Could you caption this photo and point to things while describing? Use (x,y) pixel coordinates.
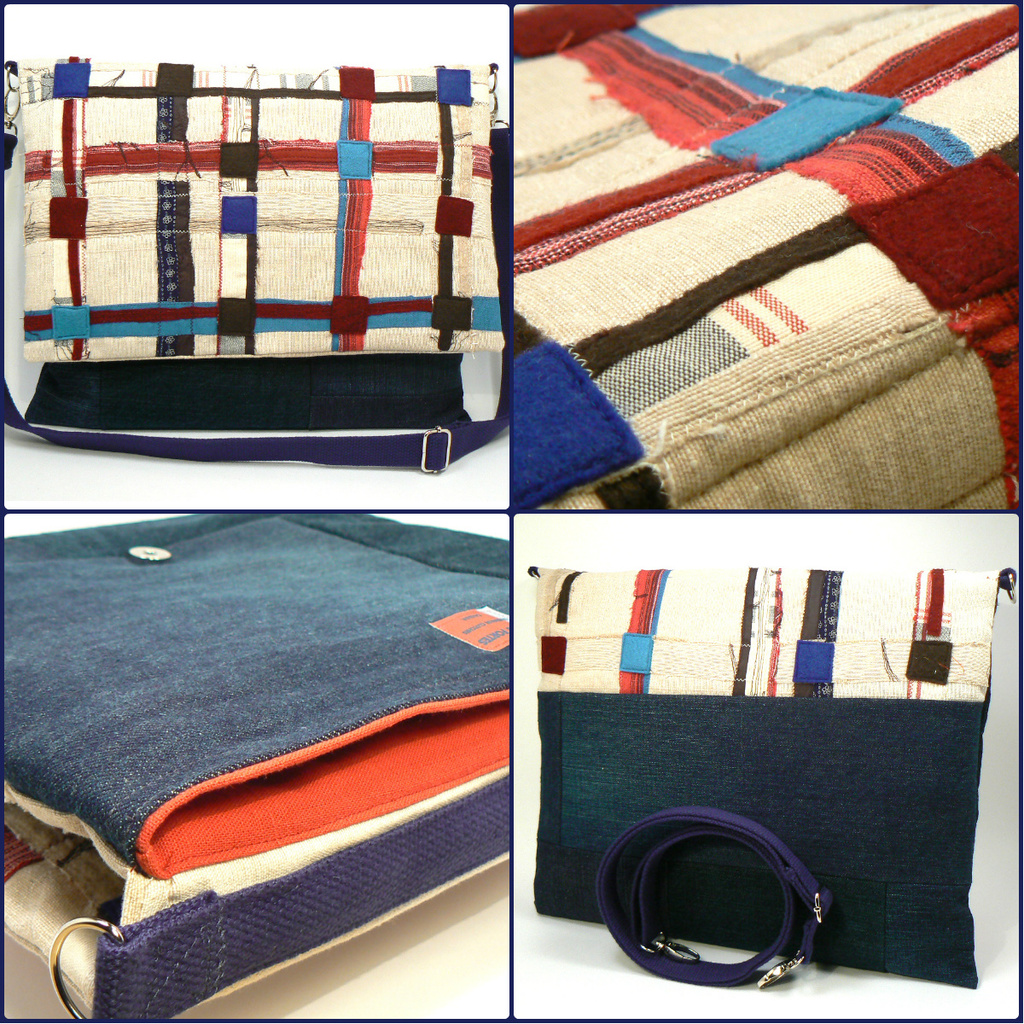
This is the photo collage of a single bag (339,112) which is made up of different color threads (252,209) and it has a holder like thing (505,427) which is made up of cloth (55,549) and a steel button (141,551) and a steel holder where it helps the bag (214,816) and holder (255,885) to attach.
